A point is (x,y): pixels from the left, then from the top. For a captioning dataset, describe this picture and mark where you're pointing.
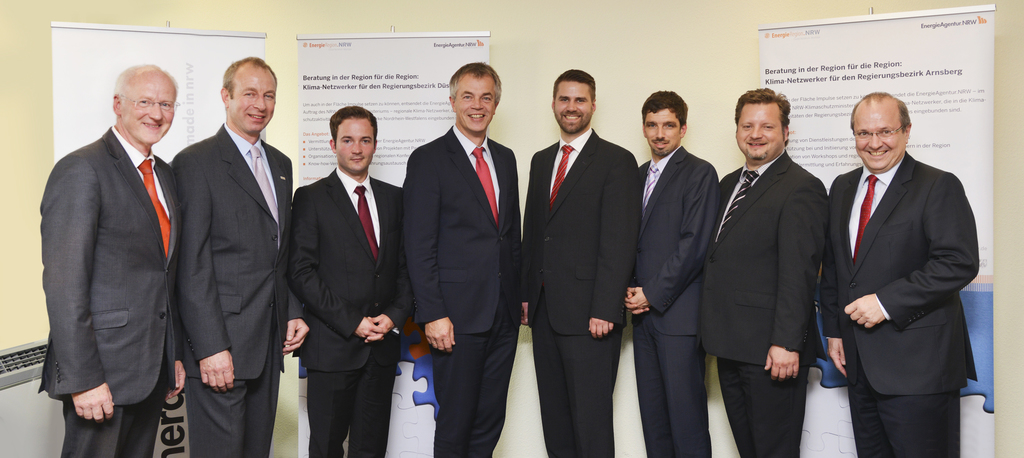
In this picture there are group of people (879,156) standing and smiling. At the back (366,79) there are hoardings (765,39) and there is a text (447,48) on the hoardings (904,37) and at the back (740,27) there is a wall (41,315). On the left side of the image (17,457) there is an object (41,441).
